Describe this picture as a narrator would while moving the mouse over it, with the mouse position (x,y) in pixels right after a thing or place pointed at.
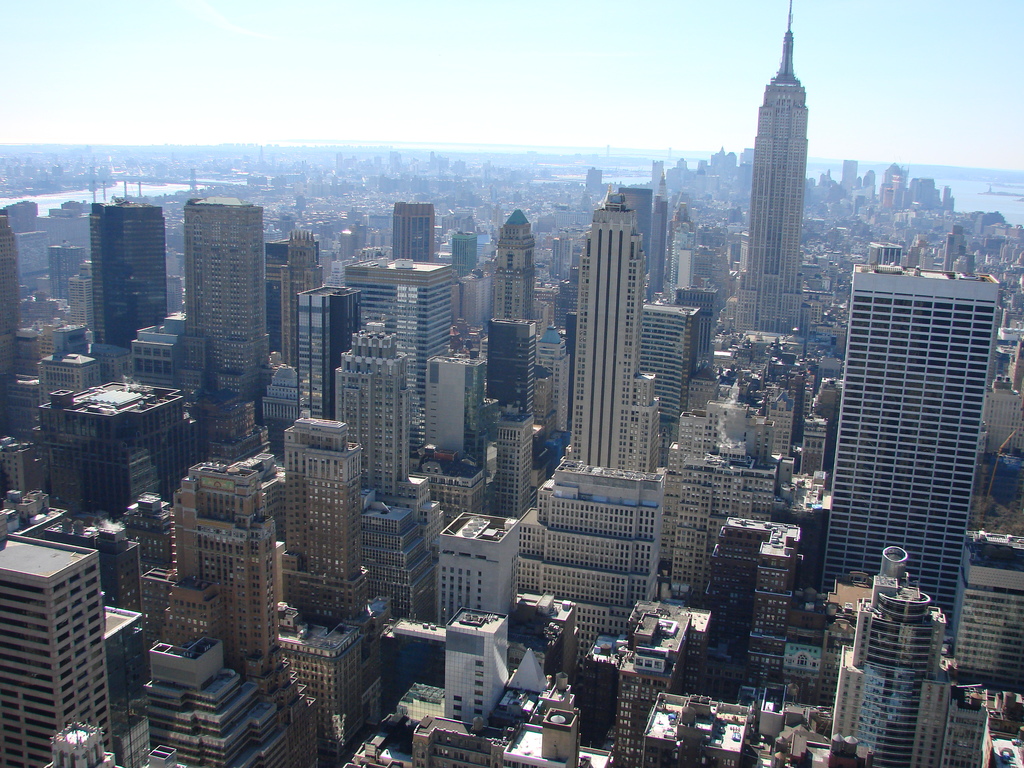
In this image I can see number of buildings (562,329) and on the top side of this image (279,53) I can see the sky (441,98).
